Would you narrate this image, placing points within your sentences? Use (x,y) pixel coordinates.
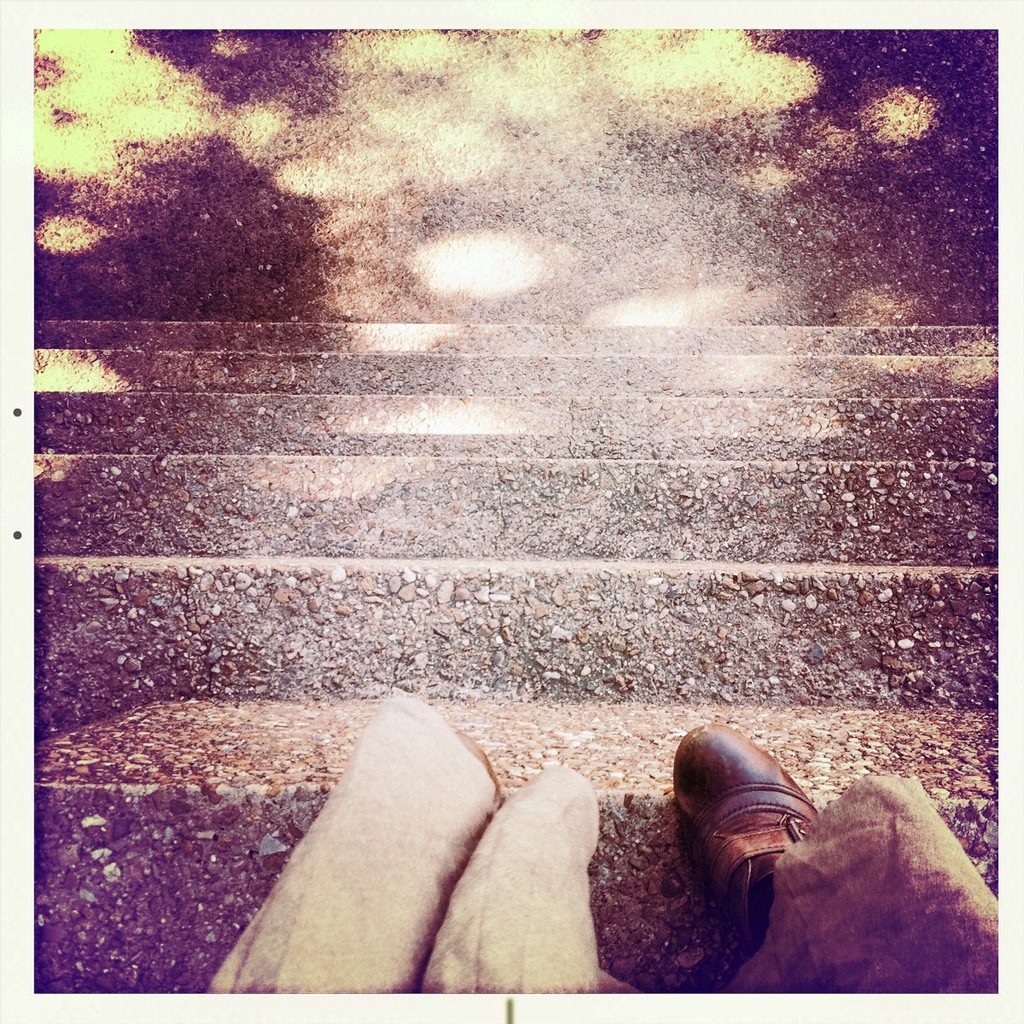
In this image we can see the legs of people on the staircase (764,664).
